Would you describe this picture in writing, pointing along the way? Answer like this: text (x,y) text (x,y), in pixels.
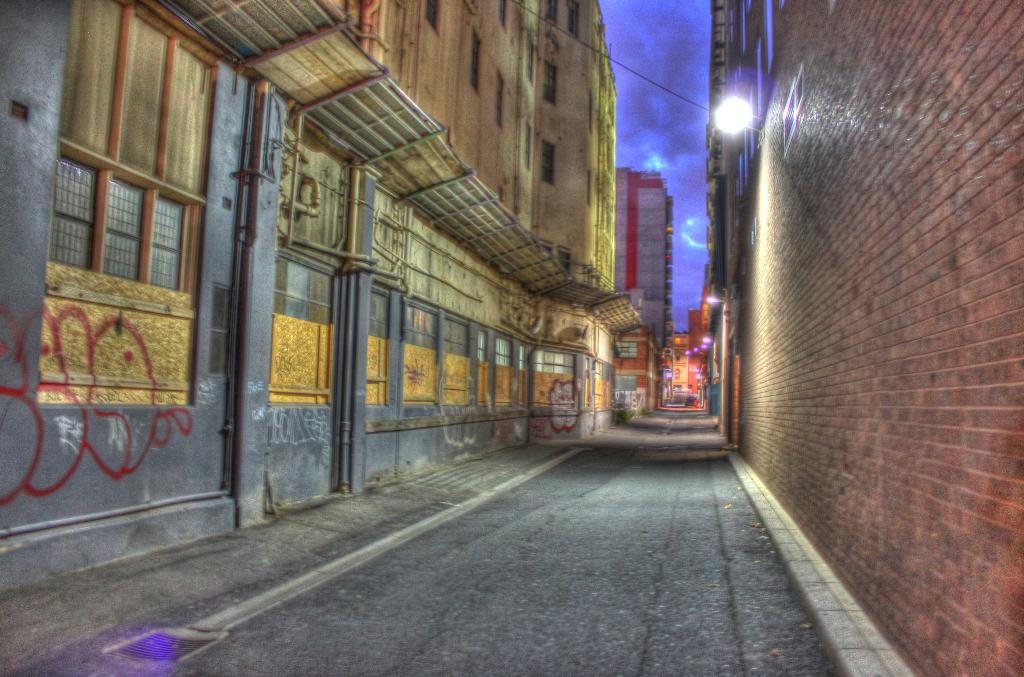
In this image we can see many buildings (576,314). There is a lamp (738,127) on the wall (767,129) and a cable (654,84) is connected to it. There is a cloudy sky (673,97) in the image.
